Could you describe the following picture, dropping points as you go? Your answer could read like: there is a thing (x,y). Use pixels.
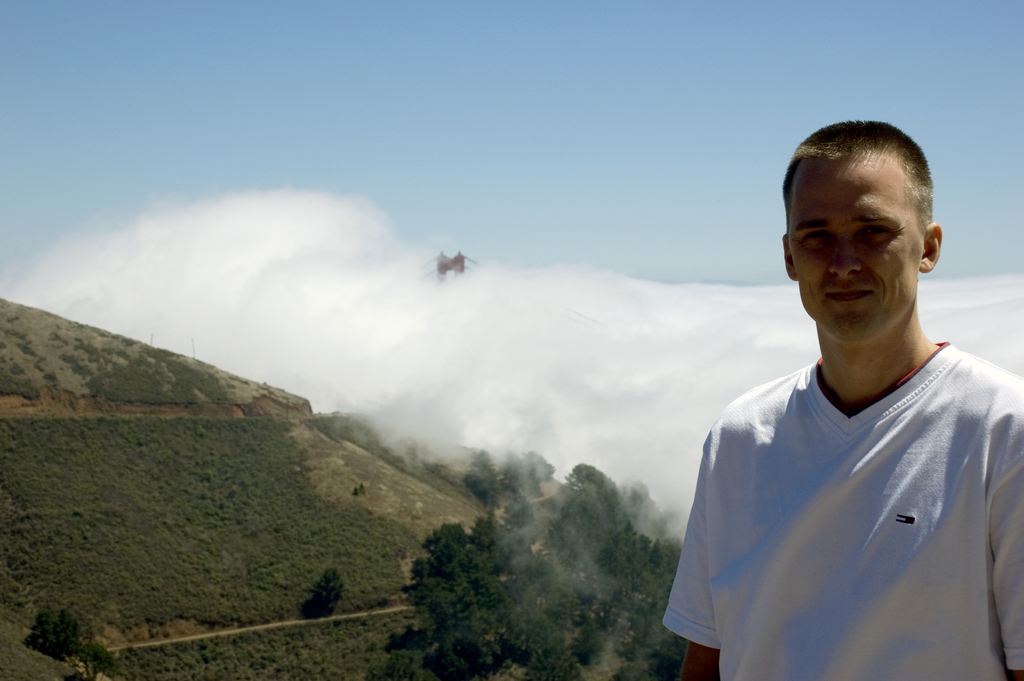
In this picture there is a man (799,387) with white t-shirt (845,531) is standing. At the back (267,422) there is a mountain (312,580) and there are trees (424,547) on the mountain (115,490) and it looks like a bridge (438,277) and there are clouds (423,356). At the top (653,173) there is sky (625,143).
